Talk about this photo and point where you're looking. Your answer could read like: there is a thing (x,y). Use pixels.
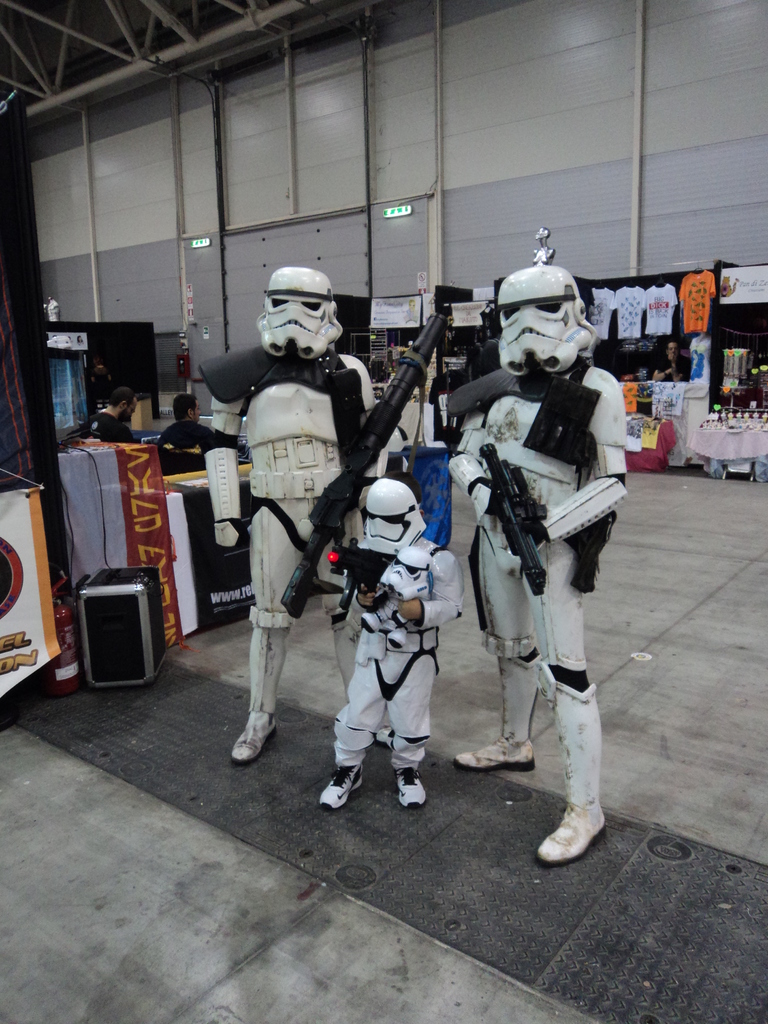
In the center of the image (296,350) there are people (407,673) in costumes (537,662) and we can see tables (245,482). We can see people (183,465) sitting and there are stalls (690,357). There are clothes (704,360). In the background (408,140) there is a wall (331,249) and pipes (371,291).
